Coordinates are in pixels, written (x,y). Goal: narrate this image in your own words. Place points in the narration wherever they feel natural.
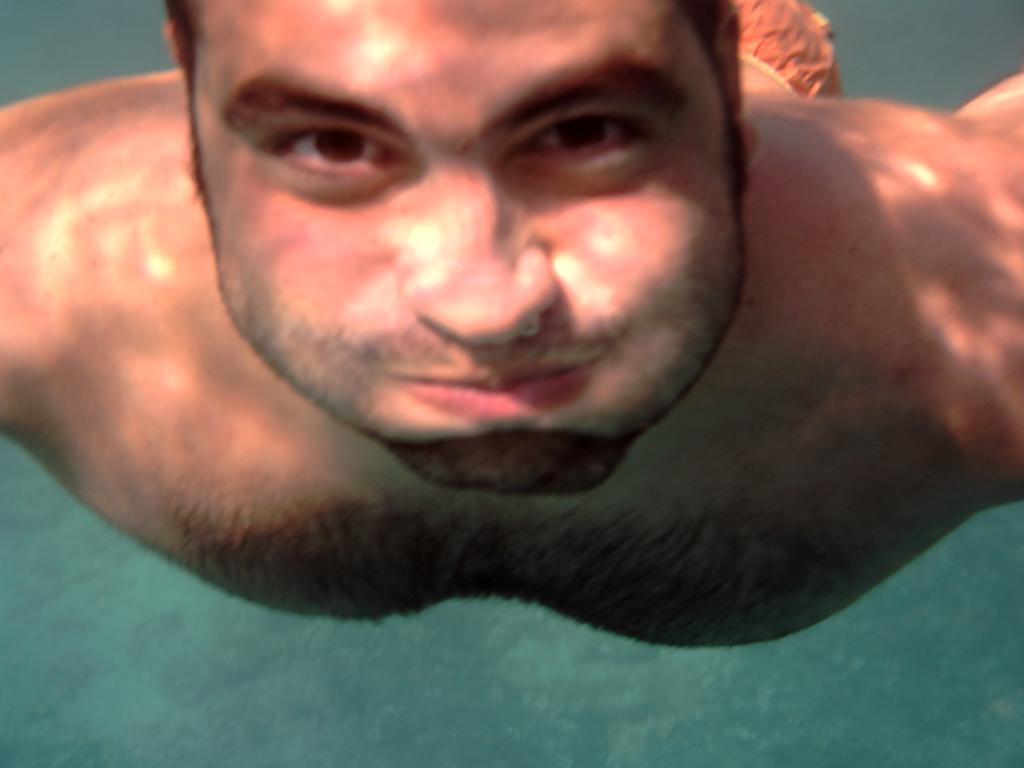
In this image I can see a person (526,489) inside the water (664,651). The water (694,652) is in green color.
